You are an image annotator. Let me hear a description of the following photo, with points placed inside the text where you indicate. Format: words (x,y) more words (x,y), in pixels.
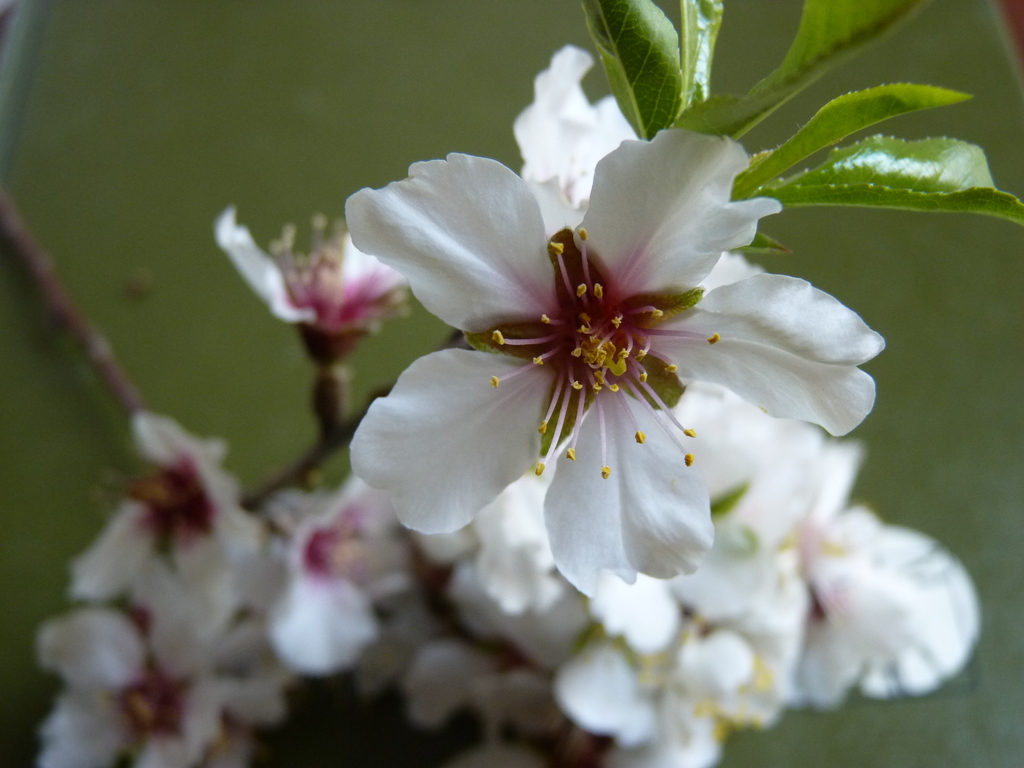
In this picture we can see white color flowers (593,347) and leaves (752,192) in the front (754,185), there is a blurry background (175,155).
